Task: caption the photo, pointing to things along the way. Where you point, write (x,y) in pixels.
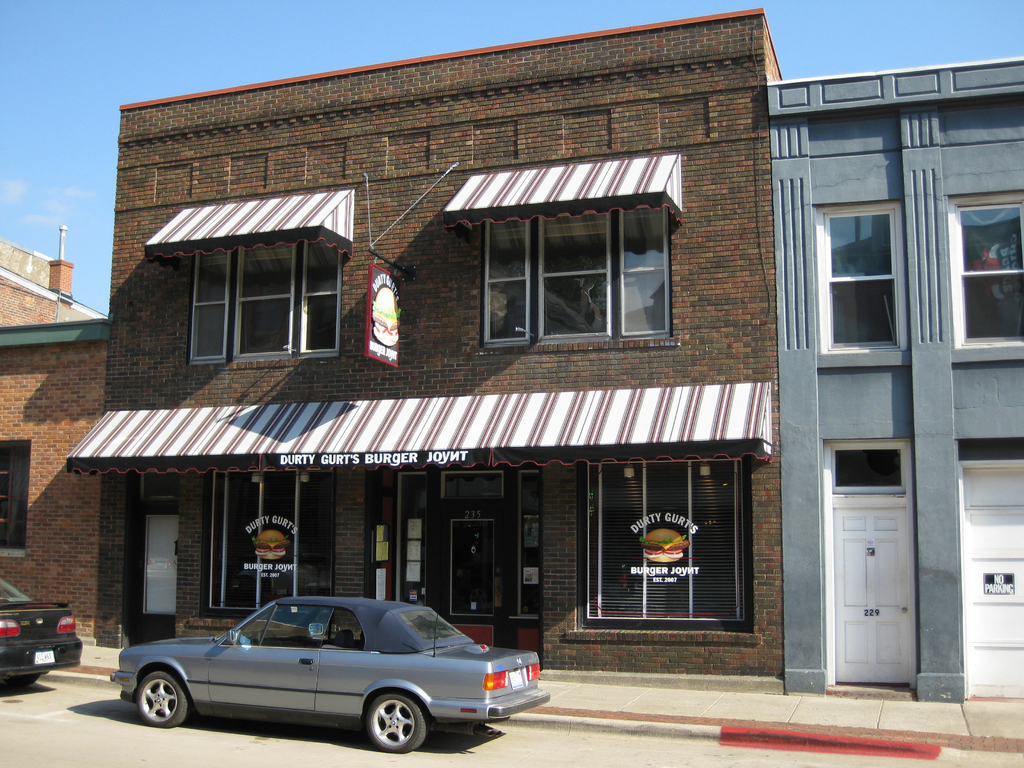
In this picture we can see the buildings (689,461). At the bottom (38,619) there are two cars (49,629) on the road (136,762). In the background (17,60) we can see sky (74,141) and clouds (22,188). On the wall (128,365) we can see the board (376,314) near the windows (508,311).
